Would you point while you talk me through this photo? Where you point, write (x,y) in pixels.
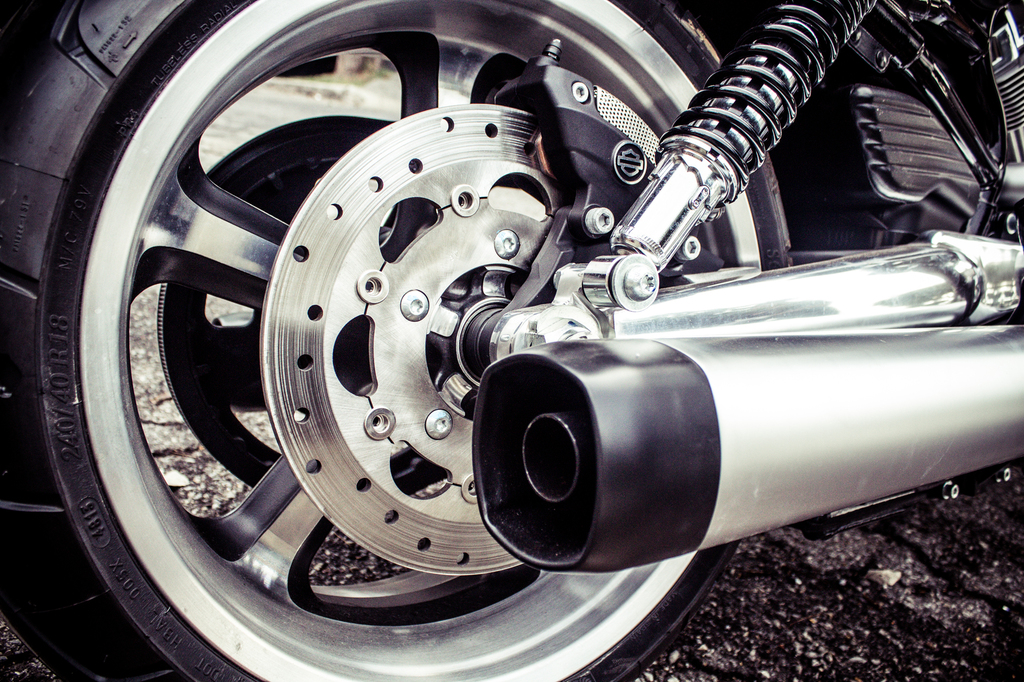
In this image there is a bike (585,210).
